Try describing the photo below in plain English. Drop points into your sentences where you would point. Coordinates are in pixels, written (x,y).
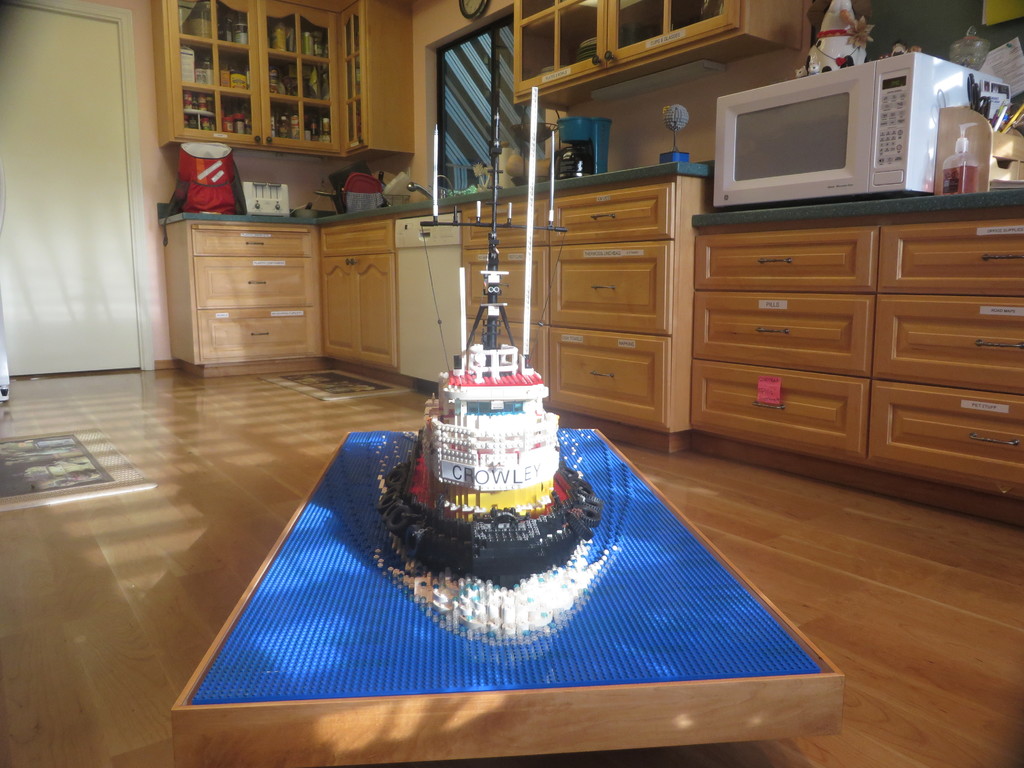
This is an inside view of a room (655,460). At the bottom (426,534) there is a Lego (520,540). On the right side (796,281) there are table cabinets (468,295). On the tables (582,195), I can see a machine (880,154) and some other objects (286,199). At the top of the image (375,42) there are cupboards (382,39) in which bottles (241,124) and some other objects (206,114) are placed. On the left side (66,195) there is a door (59,273).
